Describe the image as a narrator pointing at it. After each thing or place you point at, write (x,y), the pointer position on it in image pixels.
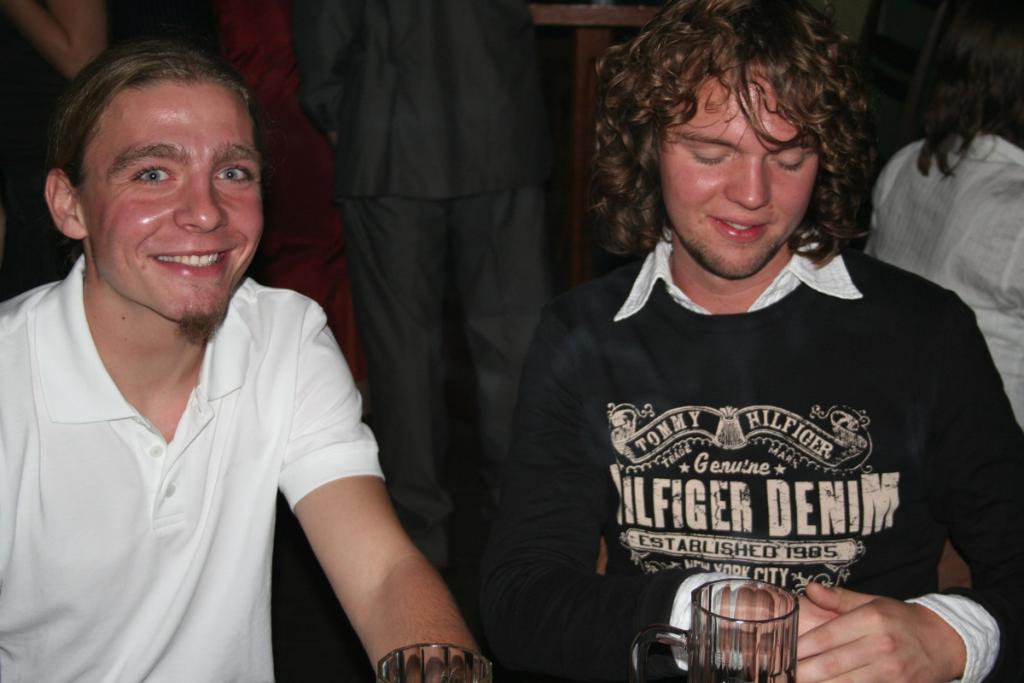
In this picture we can observe two men (670,413). One of them is wearing a white color t-shirt (190,523) and the other is wearing black color t-shirt (764,445). Both of them are smiling. There are glasses (714,628) in front of them. In the background (377,145) there are some people (459,192).
